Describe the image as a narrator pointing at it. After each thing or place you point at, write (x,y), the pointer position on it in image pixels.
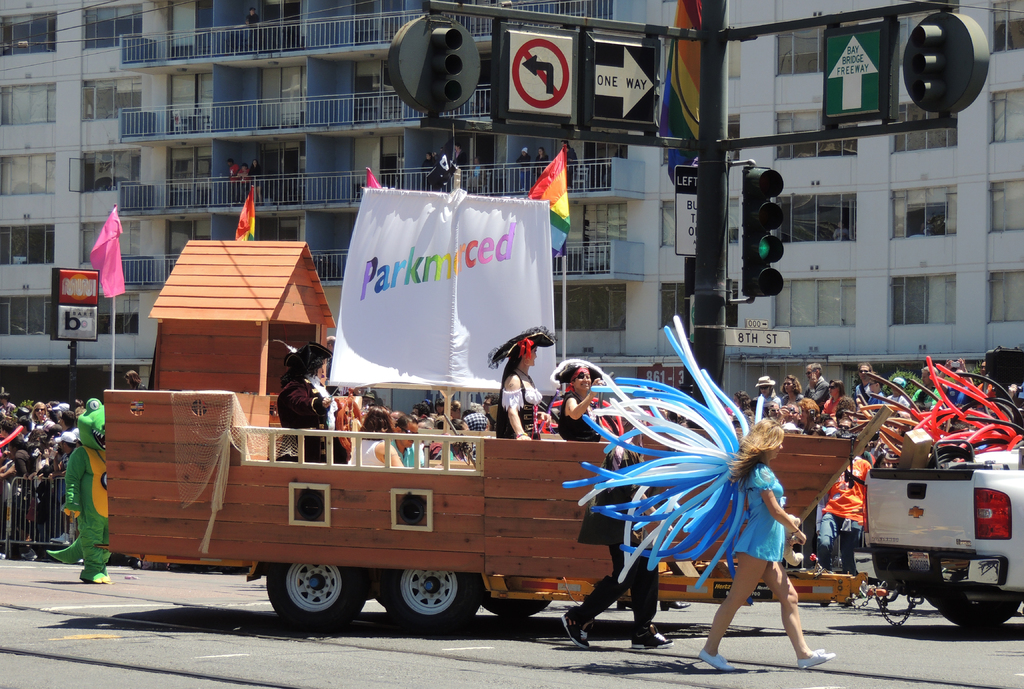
In this picture there are few persons (577,415) standing on a vehicle (449,408) and there are two persons (613,537) standing beside it and there are few audience (860,394) and buildings (556,154) in the background (804,184).
